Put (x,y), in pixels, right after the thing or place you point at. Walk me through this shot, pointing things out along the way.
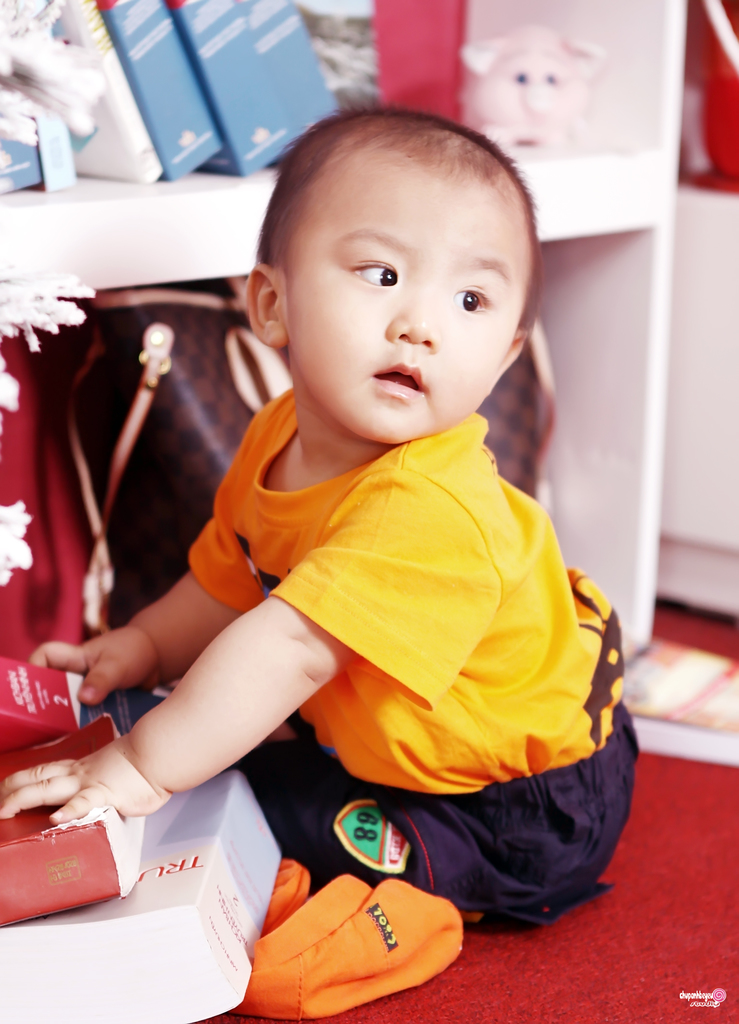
In this image in the front (368,568) there is a boy (409,638) sitting and holding books (59,747). In the background (130,401) there is a shelf (527,65) and in the shelf (602,130) there are books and there are purses (180,394).
